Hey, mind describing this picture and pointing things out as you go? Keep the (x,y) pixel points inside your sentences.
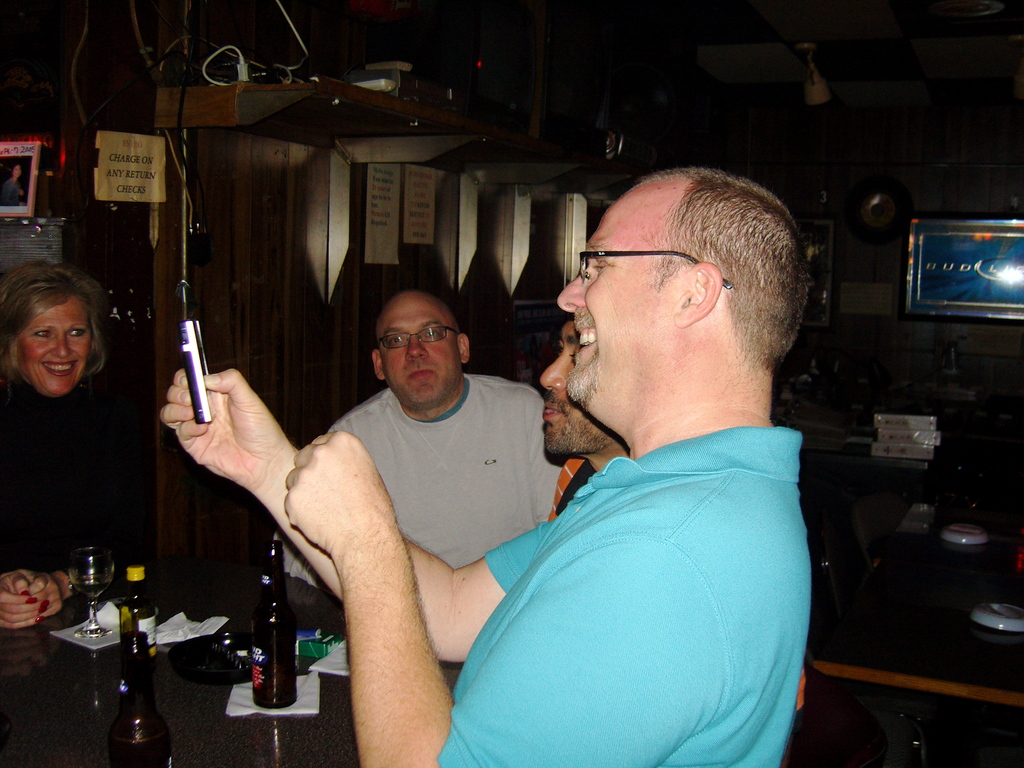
In this image, we can see person (344,460) wearing clothes (119,484). There is a table (202,721) in the bottom left of the image (237,729) contains bottles (149,673), papers (77,641) and glass (88,583). There is a person (671,222) in the middle of the image (617,342) holding a gadget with his hand (262,447). There is a hand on left side of the image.
